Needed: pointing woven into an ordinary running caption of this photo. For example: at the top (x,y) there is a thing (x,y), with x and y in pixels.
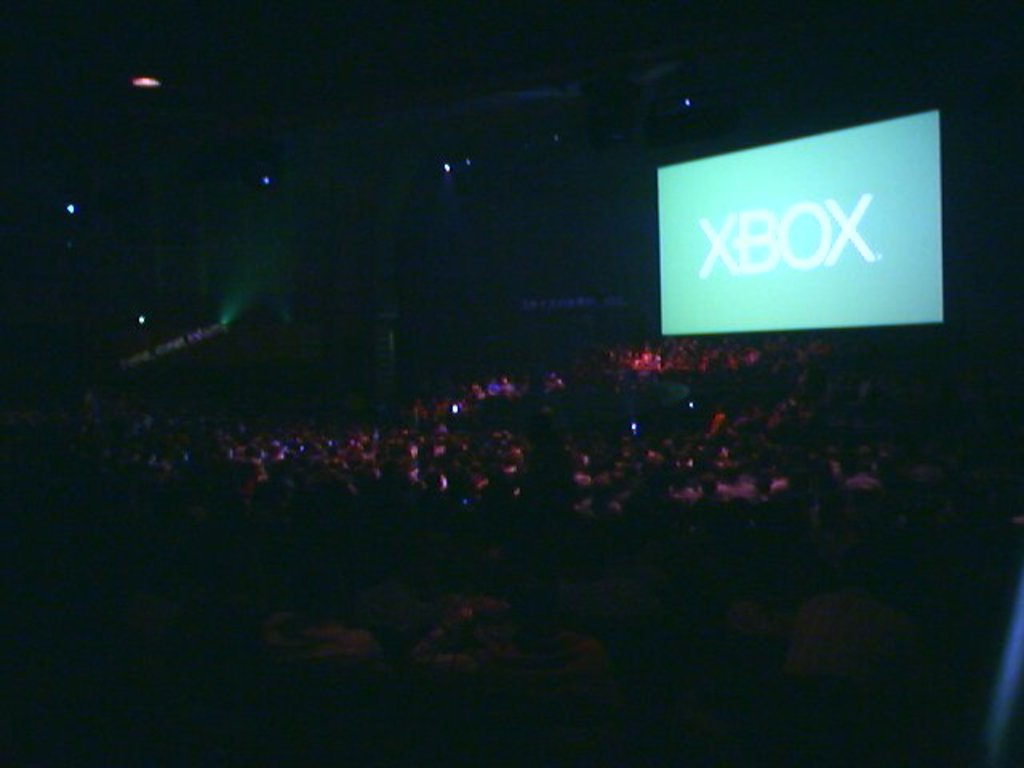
In this image we can see a group of people (643,490) sitting. There is a digital screen (807,237) in the image. There are few lights (156,82) in the image. There is a dark background (718,86) in the image.
